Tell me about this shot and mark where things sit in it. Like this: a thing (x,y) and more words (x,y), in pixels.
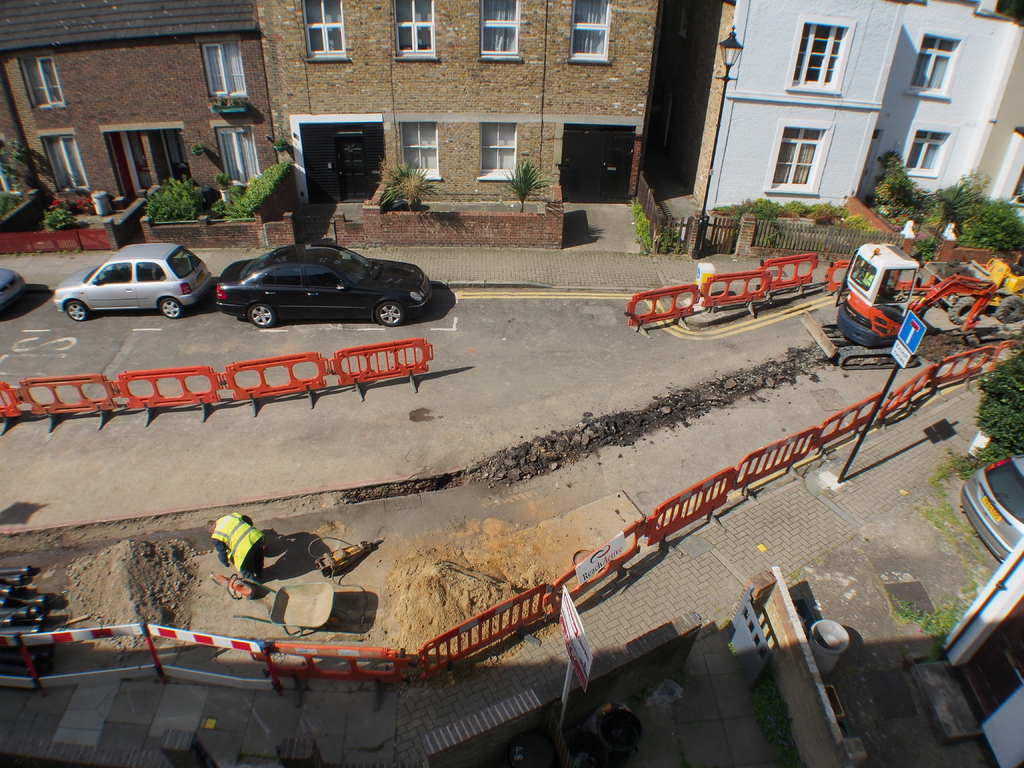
In this picture I can see a man (235,545) on the road (297,562), in the middle (376,290) there are vehicles (371,285), on the right side (854,266) there is a bulldozer (882,333). There are plants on either side of this image, at the top (442,146) there are buildings (594,196).
